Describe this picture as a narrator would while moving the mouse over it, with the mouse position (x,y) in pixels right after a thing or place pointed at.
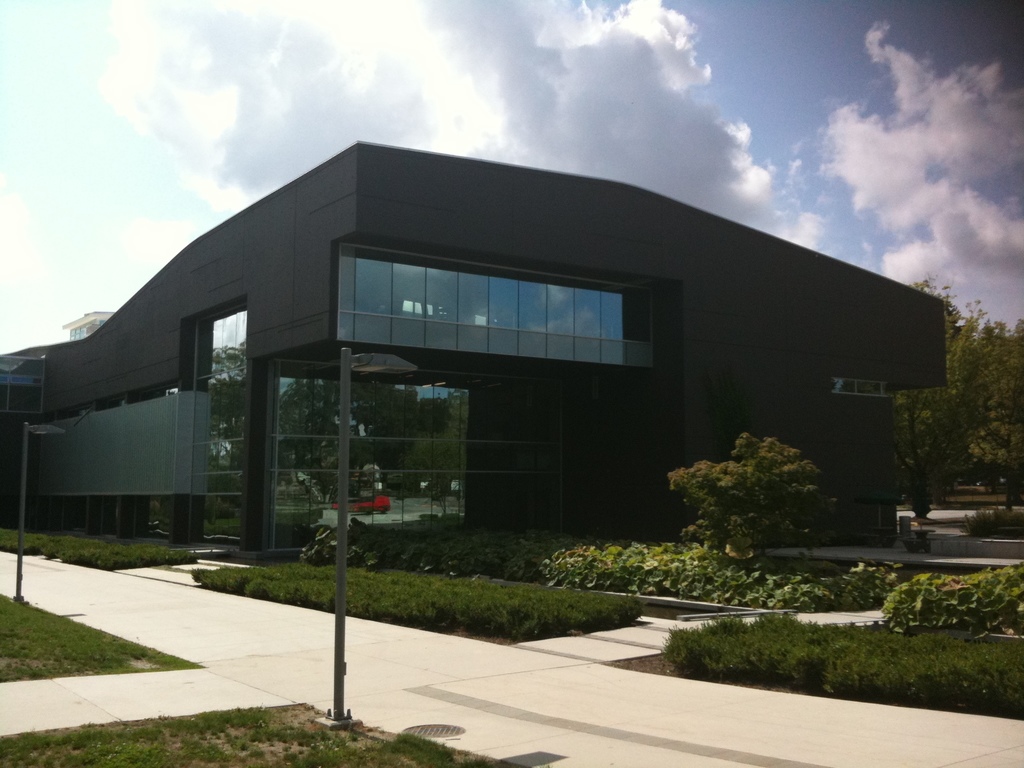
At the center of the image (642,486) there is a building (407,352) and in front of the building (416,334) there is a path (252,607), grass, trees (998,392), plants (957,615) and in the background (191,182) there is the sky (762,106).
